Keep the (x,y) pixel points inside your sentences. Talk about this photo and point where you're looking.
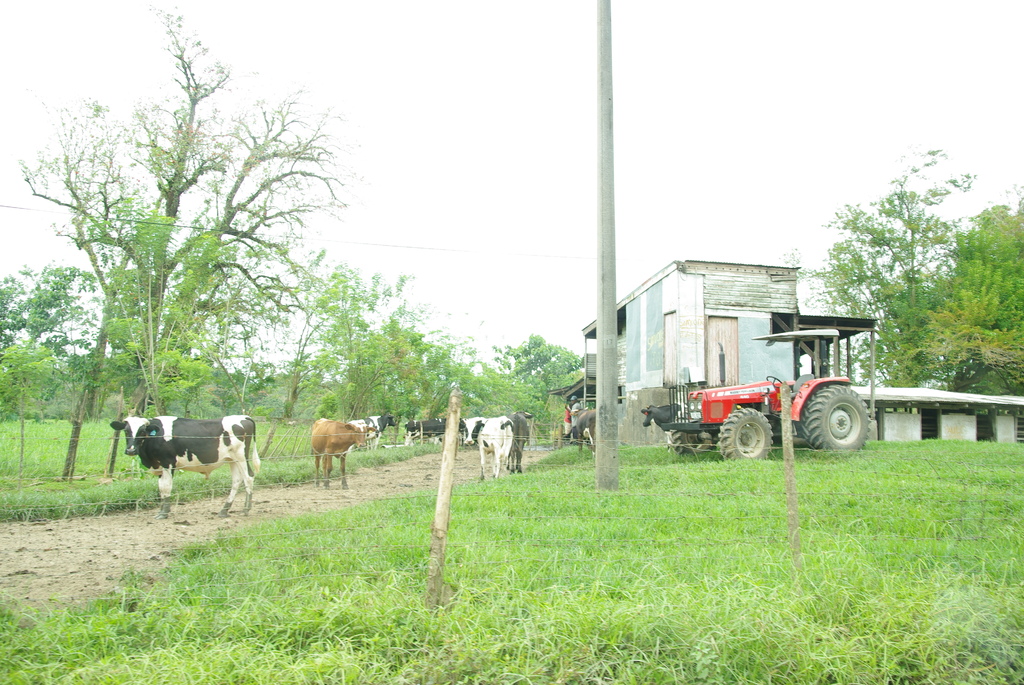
This is a image taken in a field (40,625). In the foreground of the picture (97,655) there are fencing (274,585) and plants (328,615). In the center of the picture (389,353) there are trees (303,376), cows (341,453), tractor (747,395), person (576,400) and a house (774,352). In the background (98,336) there are trees (266,364) and grass (82,432). Sky (387,152) is cloudy. In the center of the picture (599,436) there is a pole (597,156).
